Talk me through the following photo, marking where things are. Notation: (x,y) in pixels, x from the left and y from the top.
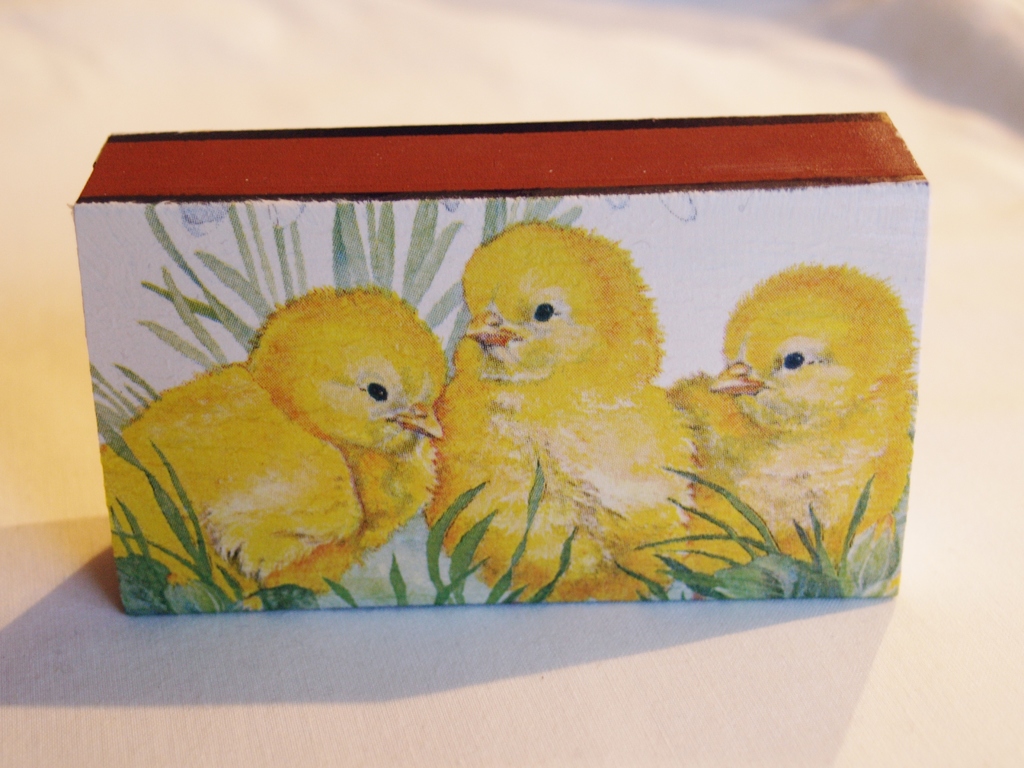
On this block (694,558) we can see a painting (136,353) of chickens (318,477). This block (573,184) is kept on this white surface (946,684).
